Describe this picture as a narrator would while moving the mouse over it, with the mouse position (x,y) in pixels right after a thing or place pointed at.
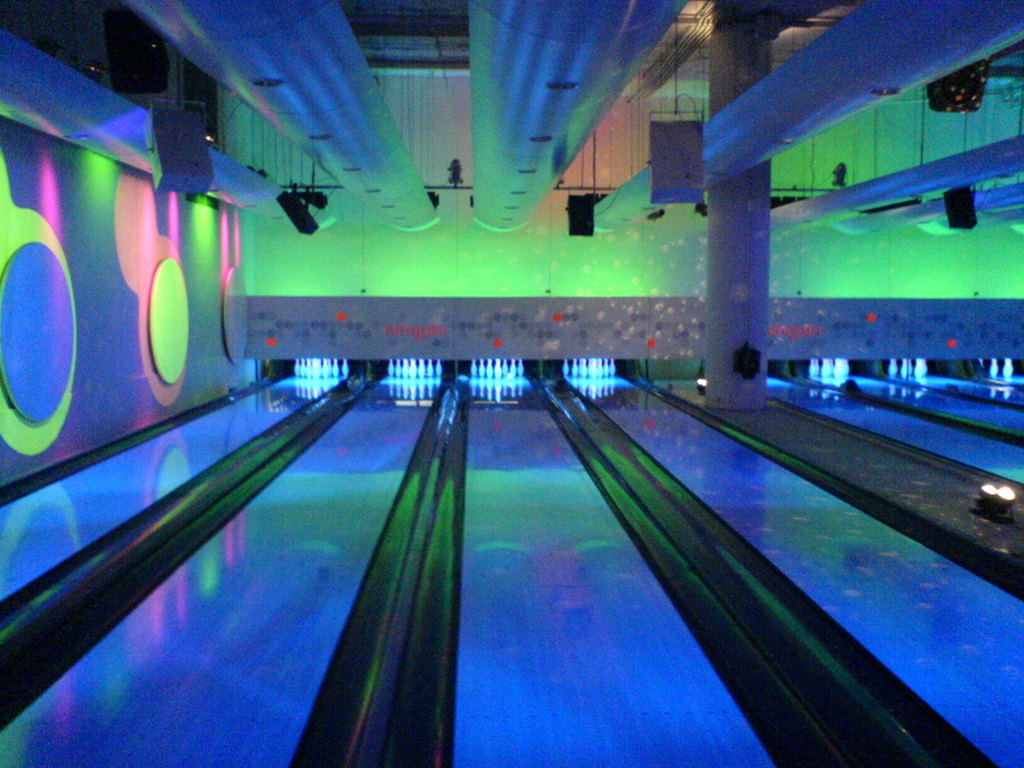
In this picture there is a bowling game platform (472,473). In the back (591,368) there are some white color bowling pins (614,362). Beside there is a colorful lighting (437,236) on the wall (437,182).
